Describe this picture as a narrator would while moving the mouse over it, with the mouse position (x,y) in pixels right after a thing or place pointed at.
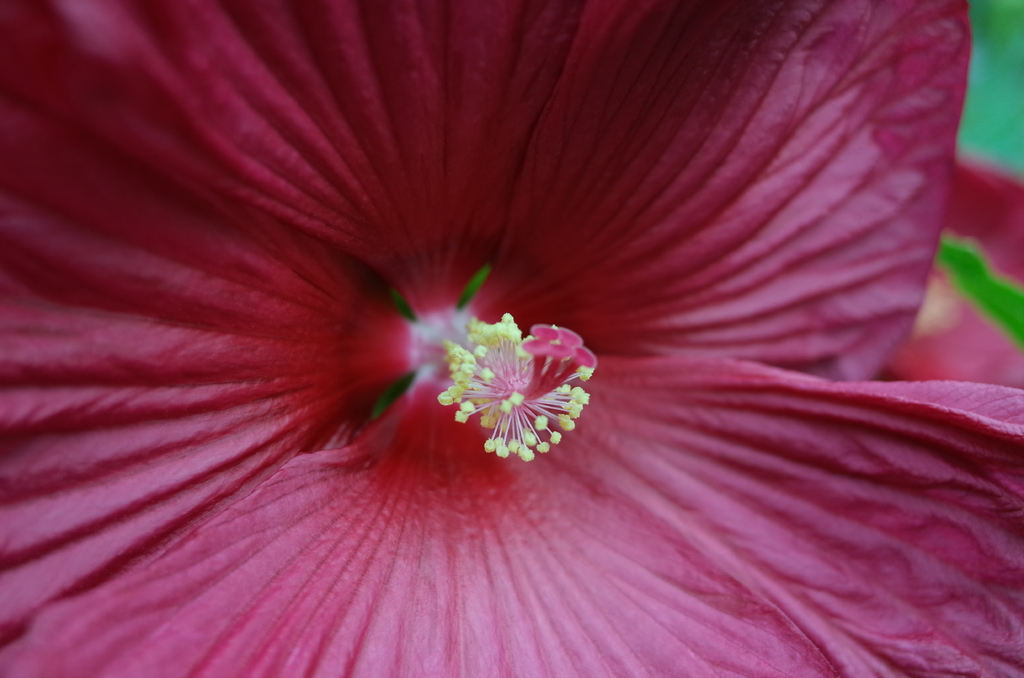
This is a macro image of a pink colored flower (248,173) and the background (999,59) is blurred.
